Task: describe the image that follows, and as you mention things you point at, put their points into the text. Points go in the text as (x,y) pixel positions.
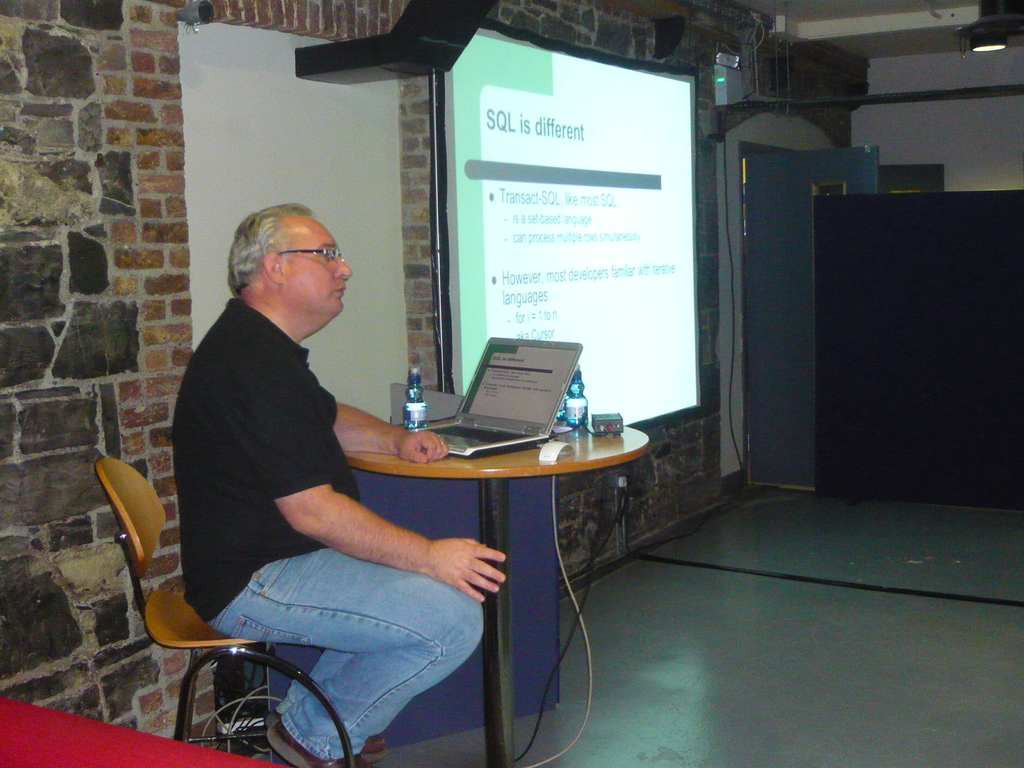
The image is inside the room (852,443). In the image there is a man (244,492) sitting on chair (180,633) in front of a table (437,464), on table (424,471) we can see a bottle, laptop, paper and a box wire (608,422). We can also see a screen (589,211) in the middle of the image (616,321), on top (837,25) there is a roof (926,38) with few lights (976,34) and wires (755,61).
